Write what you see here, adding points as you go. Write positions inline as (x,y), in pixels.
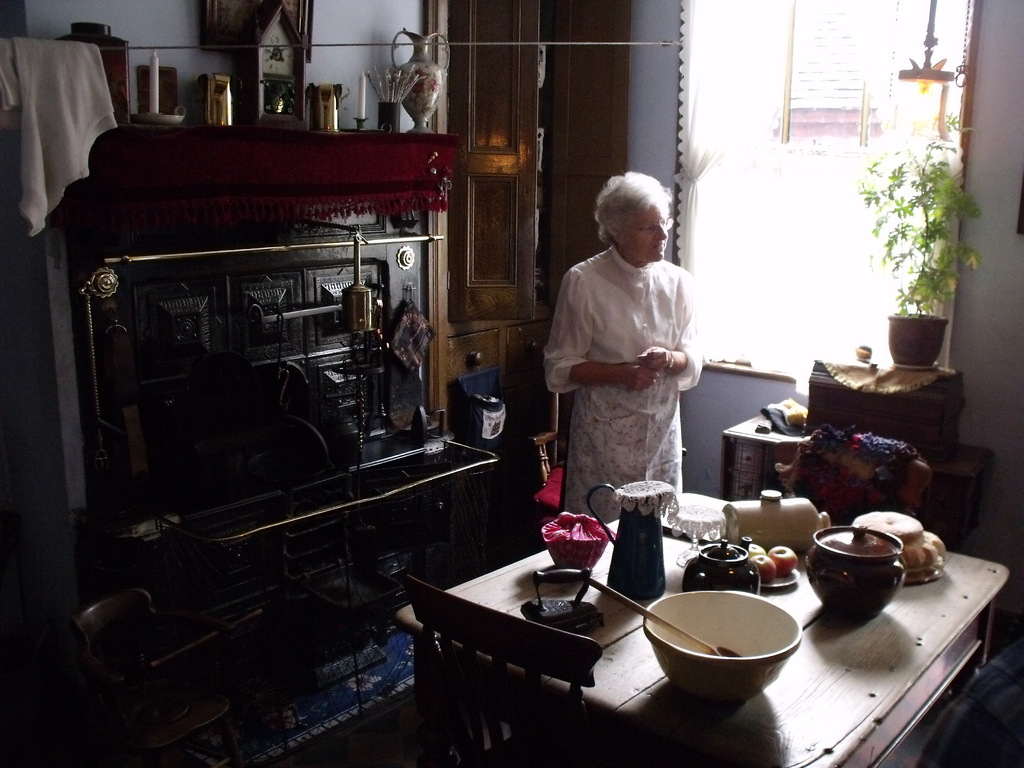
In this image I can see a woman (635,394) standing. This is a table (627,667). On this table (813,700) there is a big bowl (710,637), jar (833,570), jug (642,565), plate (771,580) with fruits (780,570) and some other objects (776,520) on it. This is a chair (528,650). This is another wooden object (294,390) on top this there is a candle (156,107), clock (280,80), flower vase (440,86) and some other objects (328,106) placed on it. This is a door (534,186) which is opened. This is a window (790,183) with white curtains (694,179). This is a house plant (926,325) which is placed on the another table (895,394).
